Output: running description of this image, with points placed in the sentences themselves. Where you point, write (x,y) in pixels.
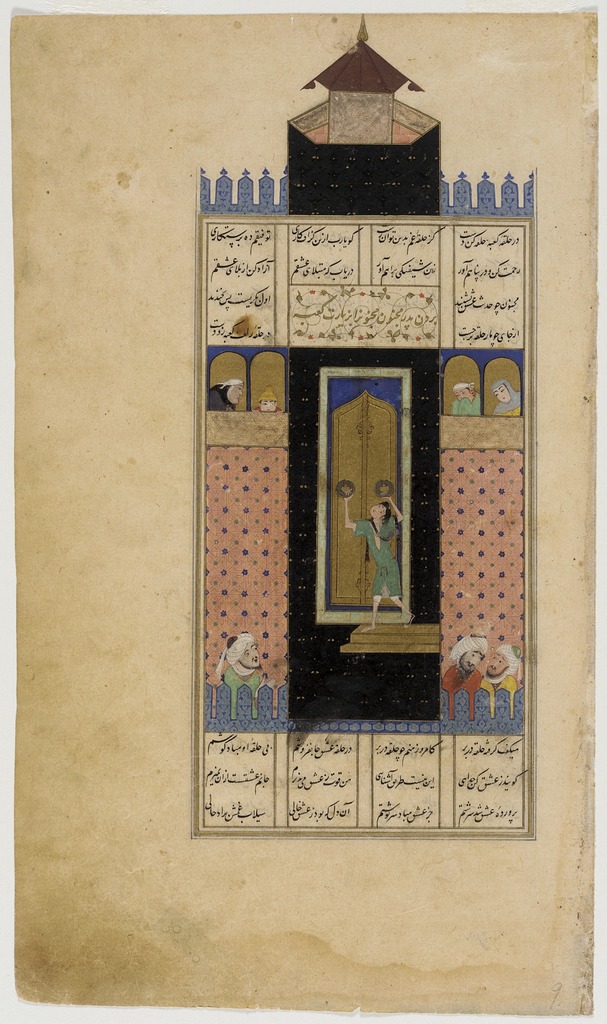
In the picture I can see the painting (514,227) of a castle (438,473) and a few persons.
